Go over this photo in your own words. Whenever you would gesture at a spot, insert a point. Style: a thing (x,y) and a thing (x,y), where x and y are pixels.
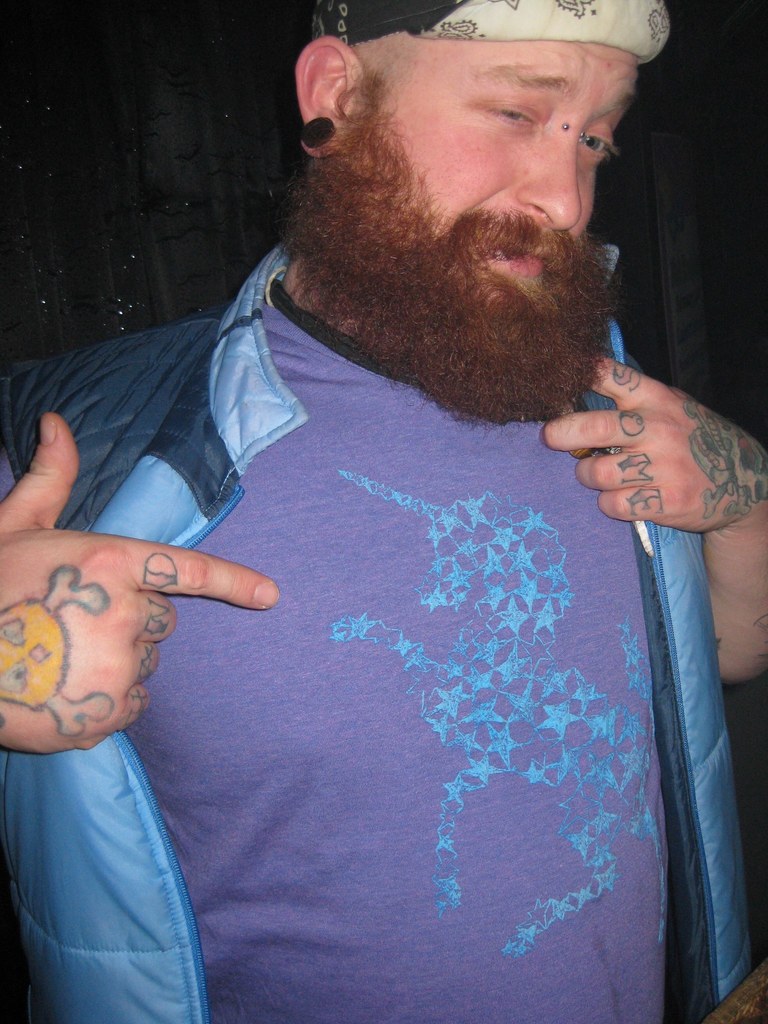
In this image we can see there is a person (328,489) wearing a jacket (184,429).
